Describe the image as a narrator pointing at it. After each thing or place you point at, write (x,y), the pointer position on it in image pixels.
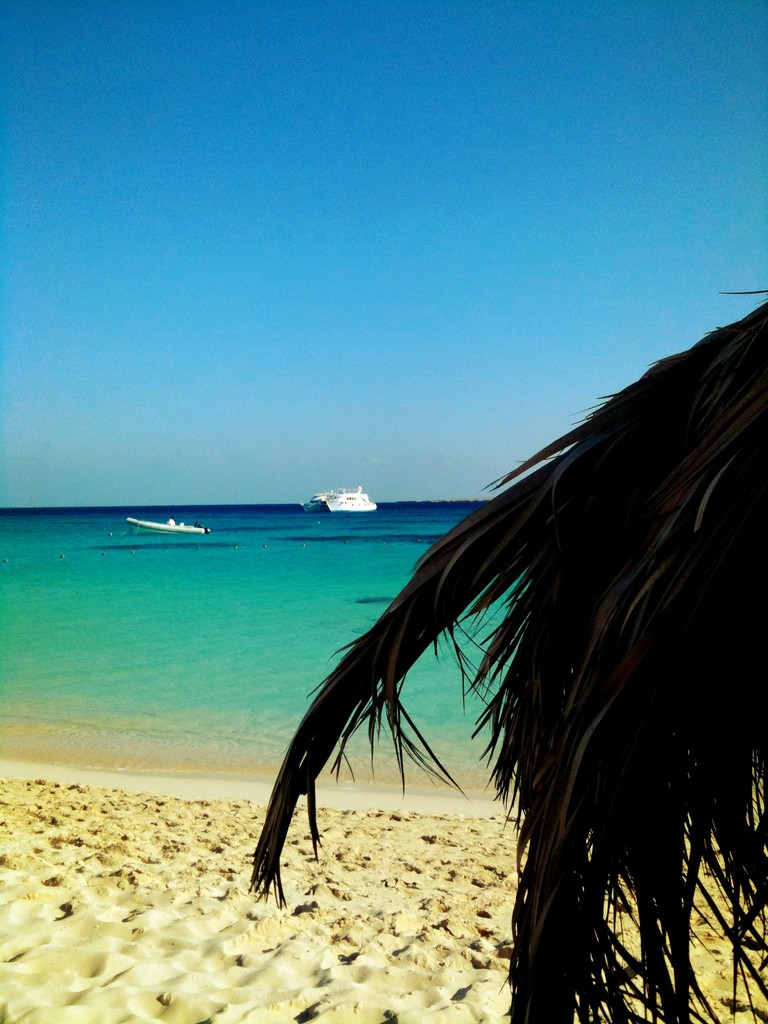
On the right side (608,511), we see the branch (659,655) of a palm tree (659,655). At the bottom (324,957), we see the sand (268,946). In the background (245,665), we see water (191,628) and this water (224,589) might be in the sea (259,546). We see the boats (363,498) sailing on the water (237,568). At the top (324,205), we see the sky (344,311), which is blue in color. This picture might be clicked at the beach (311,847).
